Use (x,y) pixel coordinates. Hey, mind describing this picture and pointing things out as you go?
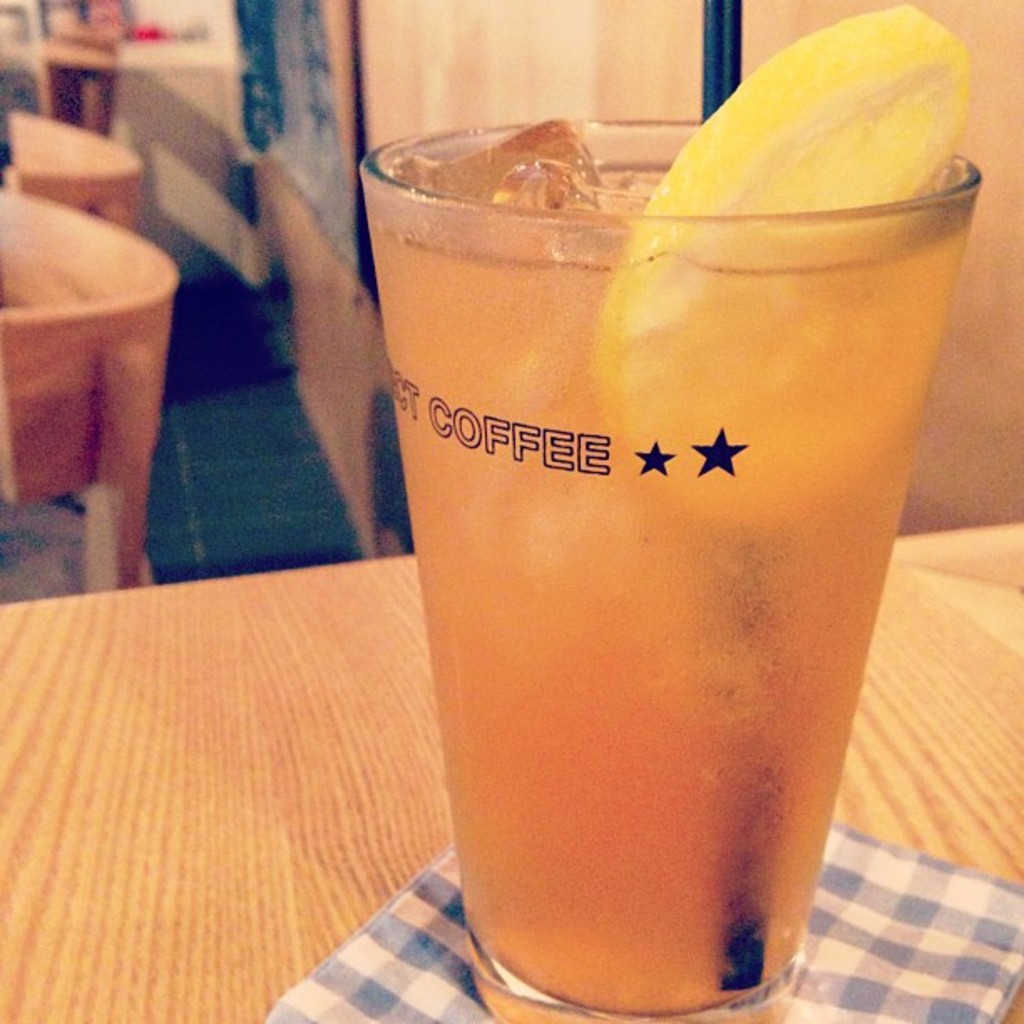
There is a table (405,760) which has a glass (485,681) of iced tea (641,580) on it.
